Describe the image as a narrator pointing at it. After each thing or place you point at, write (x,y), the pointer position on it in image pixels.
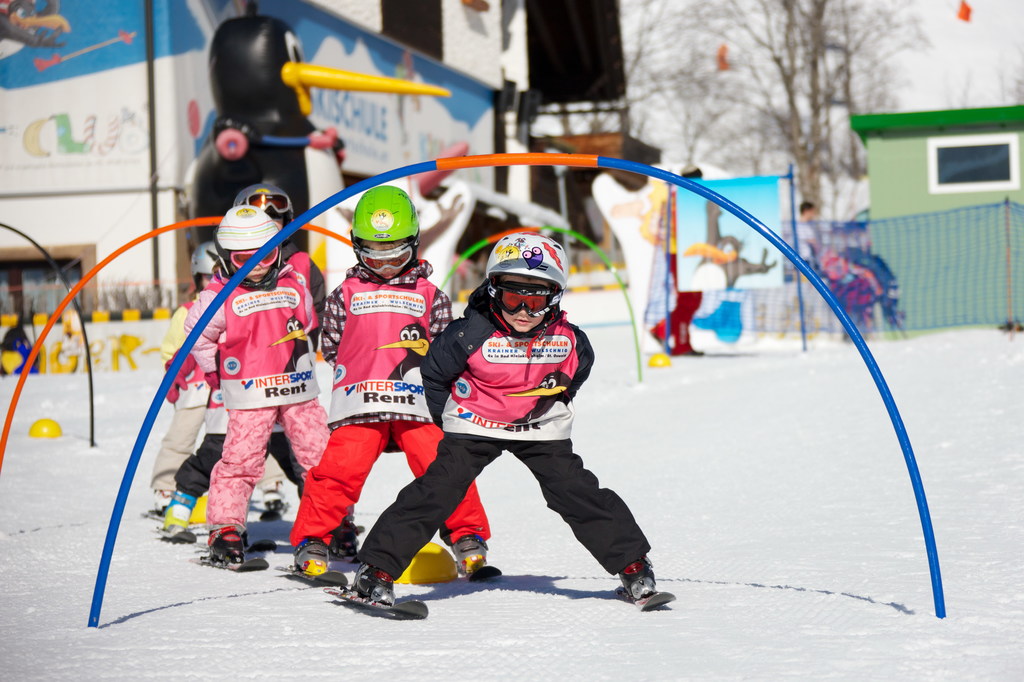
In front of the image there are a few kids (367,318) skiing on the snow (68,507) under the rings (159,230), behind them there are some other playing equipment (308,226), net (853,235), inflatable doll (239,68), plants (119,305), trees (783,70) and building (173,127). On the wall (52,154) there are some cartoon paintings (52,154).
